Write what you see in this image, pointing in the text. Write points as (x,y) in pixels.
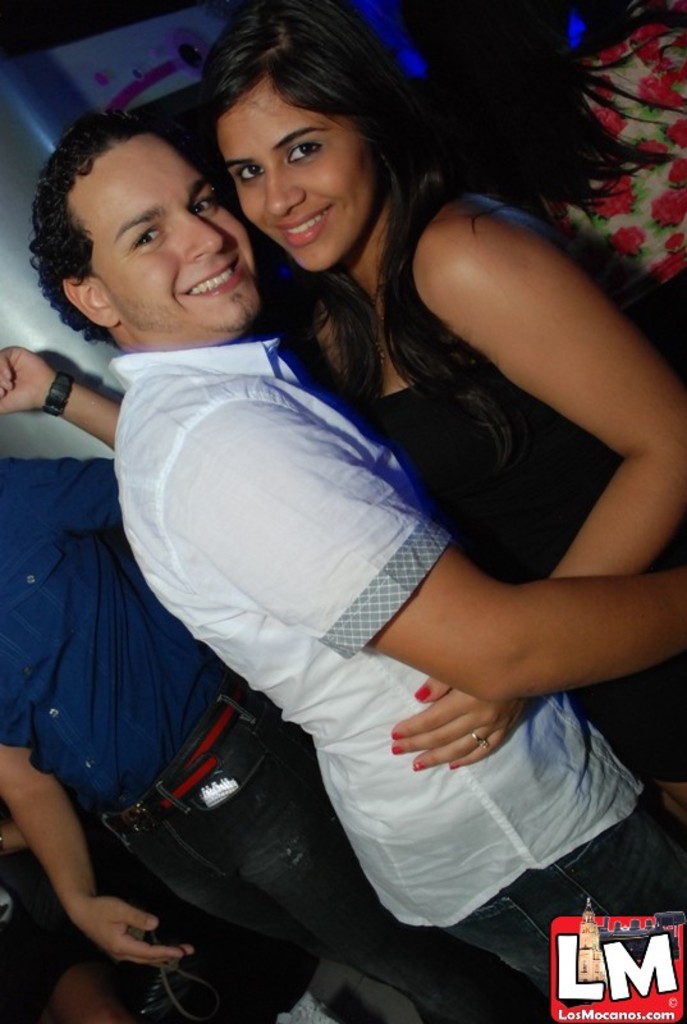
This image consists of so many persons (310,515). In the front (310,515) there are two persons (400,487). One is man (400,487), another one is a woman (677,440). The woman (461,277) is wearing a black dress (456,447), man (401,766) is wearing a white dress (369,694). They are holding each other.
